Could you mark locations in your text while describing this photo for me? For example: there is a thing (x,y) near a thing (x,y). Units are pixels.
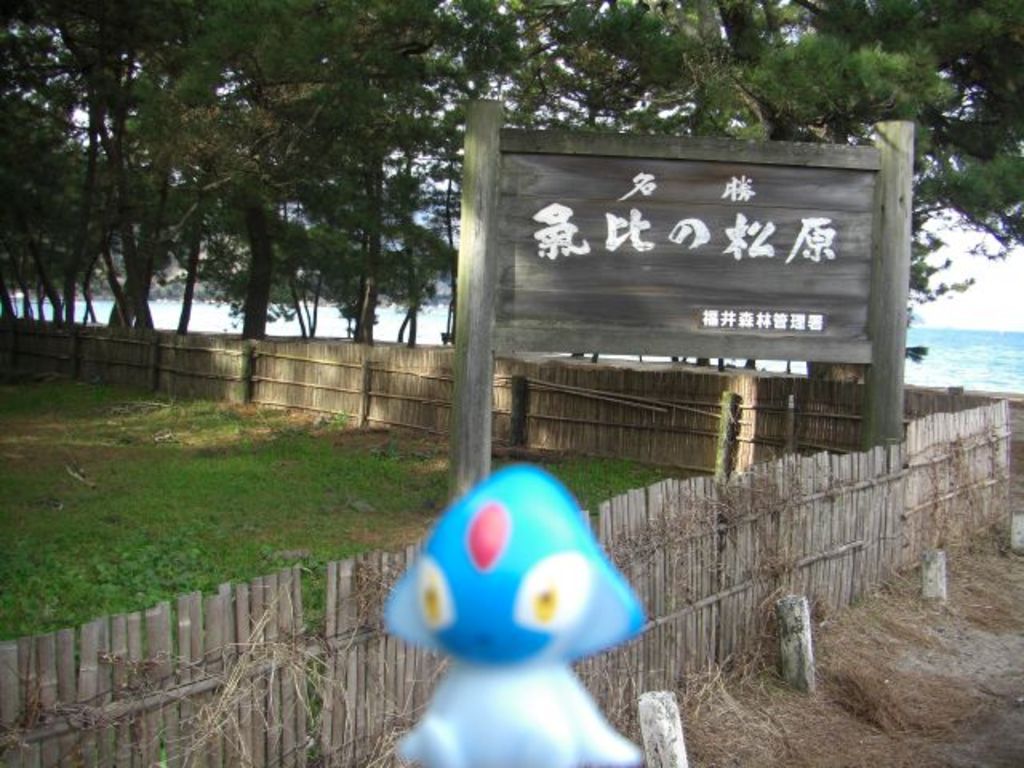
In the foreground (602,289) I can see a toy (517,553), fence (659,618), grass (306,534), board (531,235) and trees (584,89). In the background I can see the ocean (1005,338) and the sky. This image is taken may be near the ocean (941,366).
